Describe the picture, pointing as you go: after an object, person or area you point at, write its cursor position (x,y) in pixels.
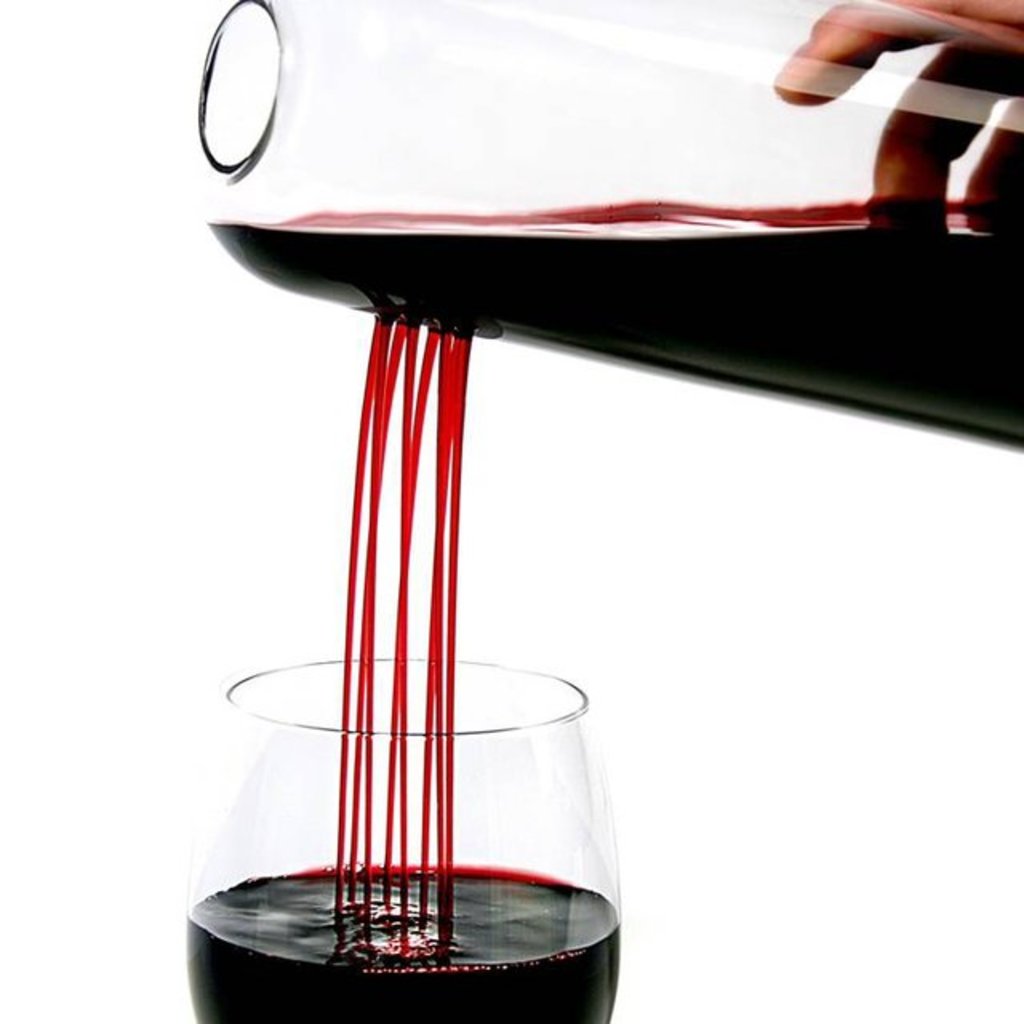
Here in this picture we can see a person's hand (964,119) pouring red wine (772,246) through a jar (346,206) in the glass (380,667) present below it over there.
